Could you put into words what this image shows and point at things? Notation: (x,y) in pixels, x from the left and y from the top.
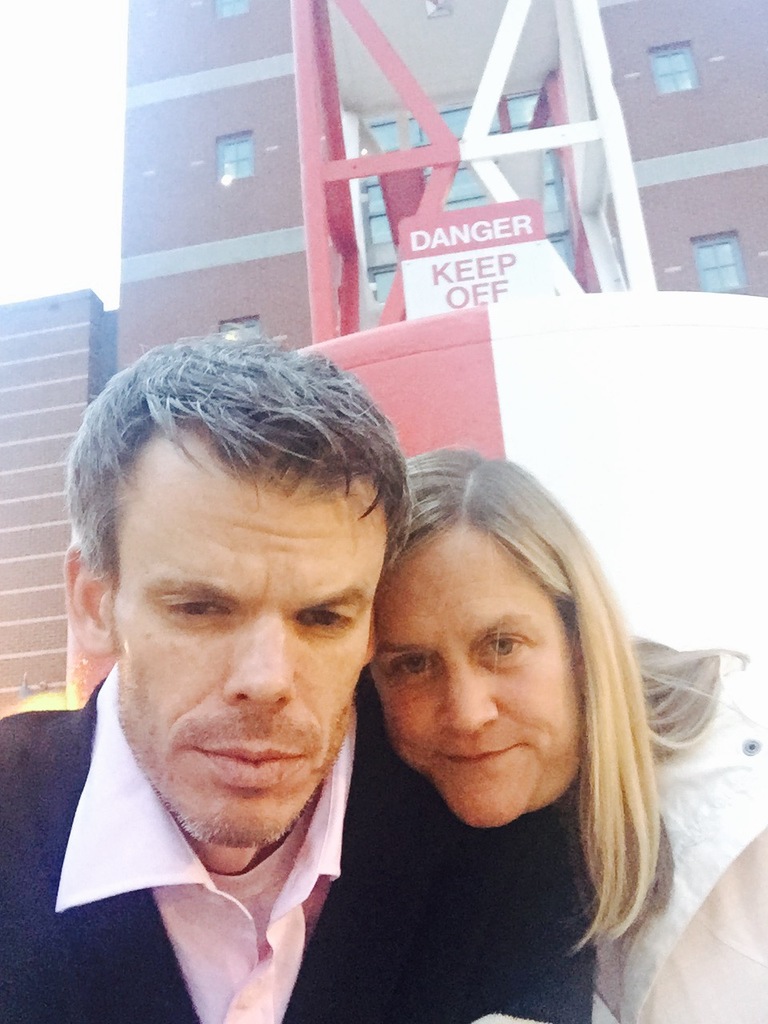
In this picture we can see a man (203,781) and a woman (495,705) here, in the background (253,199) there is a building (273,214), we can see a board (481,243) here.
